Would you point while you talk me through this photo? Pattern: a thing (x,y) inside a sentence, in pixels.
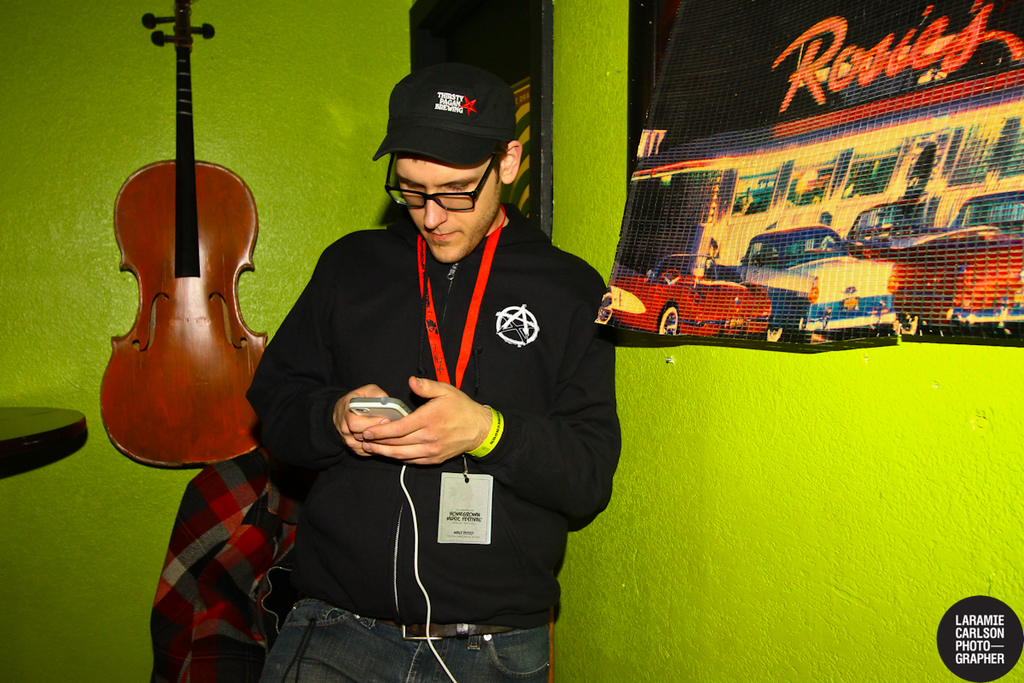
Here we can see a person (397,357) with a mobile phone (361,408) in his hand (345,396) seeing something in it, he is wearing a cap (476,164), beside him we can see a string instrument (230,253) and on the right side (960,118) we can see a poster (788,350), he is also wearing an ID card (443,494).
